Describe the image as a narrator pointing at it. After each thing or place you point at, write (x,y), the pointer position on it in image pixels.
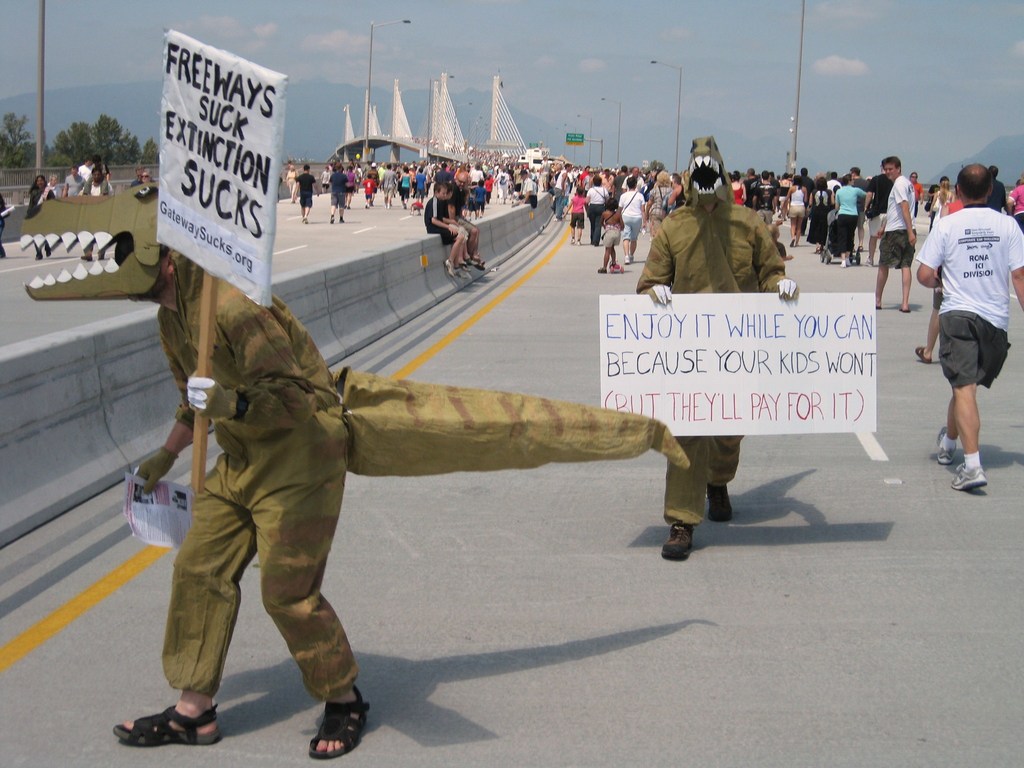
In this image I can see the road (683,647), number of persons (989,272) standing on the road (914,322), few persons (703,217) wearing costume (703,217) are standing on the road (583,333), the divider (468,278), few persons (457,268) on the divider (495,230), few poles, few trees (70,143), few mountains (356,97) and a bridge (446,123). In the background (548,42) I can see the sky (610,55).
